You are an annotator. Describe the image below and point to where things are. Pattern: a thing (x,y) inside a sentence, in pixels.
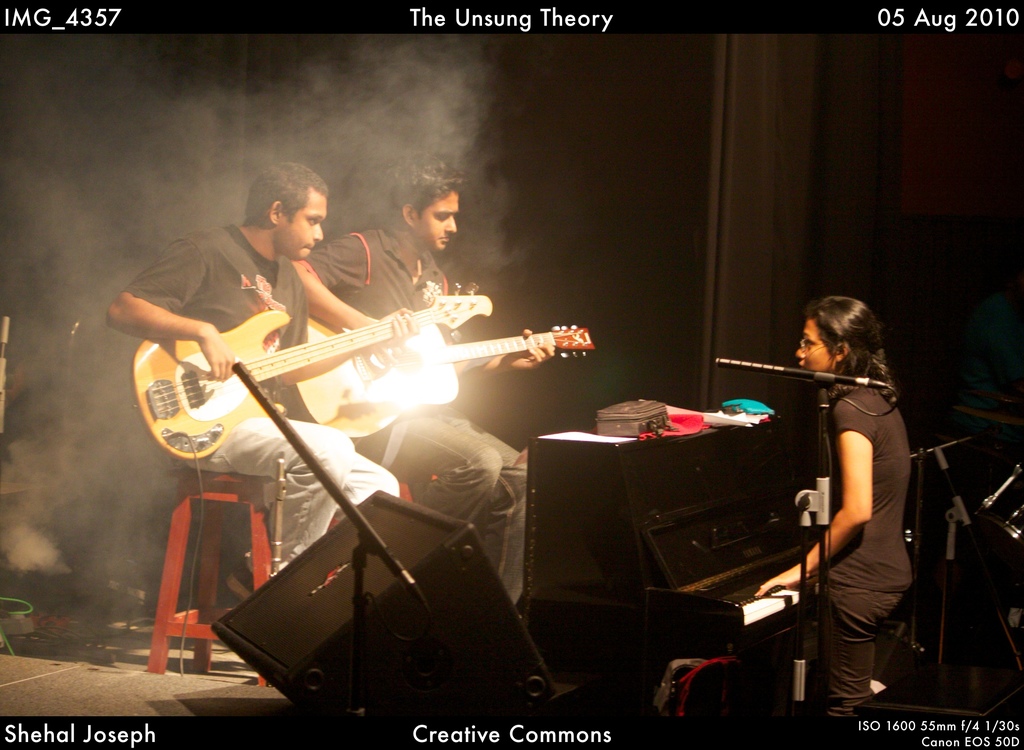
In the center (499,364) we can see two persons (314,257) were sitting on the stool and holding guitar (430,325). On the right (853,603) we can see one woman (891,604) standing and holding keyboard (749,611). In the bottom (296,638) there is a speaker (448,640) and microphone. In the background (118,247) we can see wall (923,196).
